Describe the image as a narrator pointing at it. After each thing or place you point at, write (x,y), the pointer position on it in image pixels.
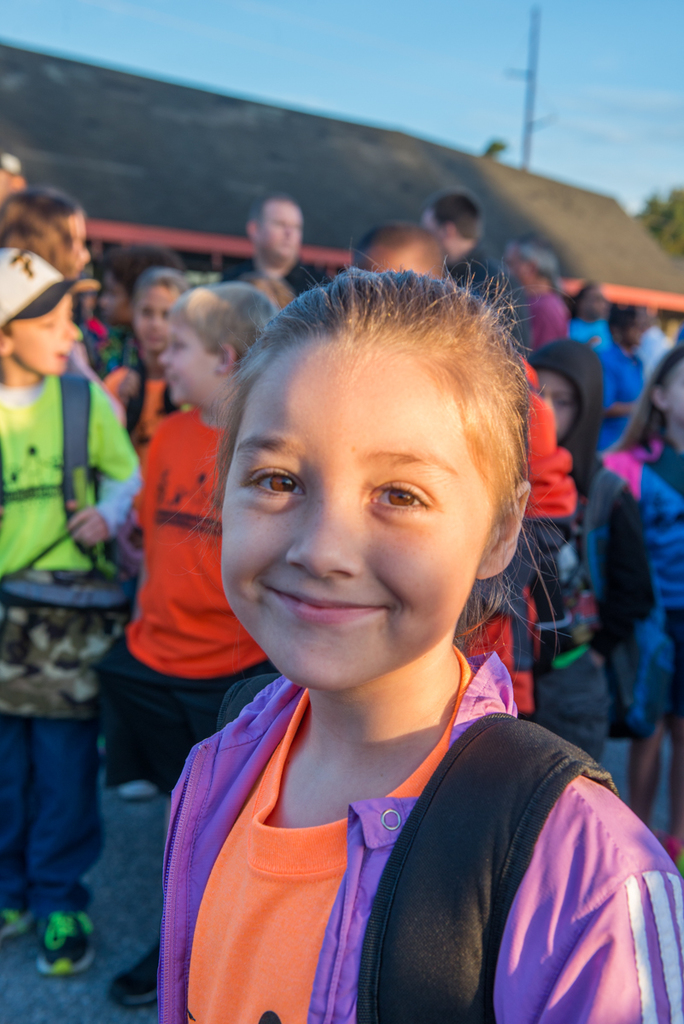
In this image I can see a girl (398,766) wearing violet and orange colored dress (357,900) and black colored bag (446,931) is standing and smiling. In the background (142,582) I can see few children (98,530) and few persons (571,528) are standing, the roof (186,170) of the house (312,236) which is black and red in color, a tree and the sky (466,80).
